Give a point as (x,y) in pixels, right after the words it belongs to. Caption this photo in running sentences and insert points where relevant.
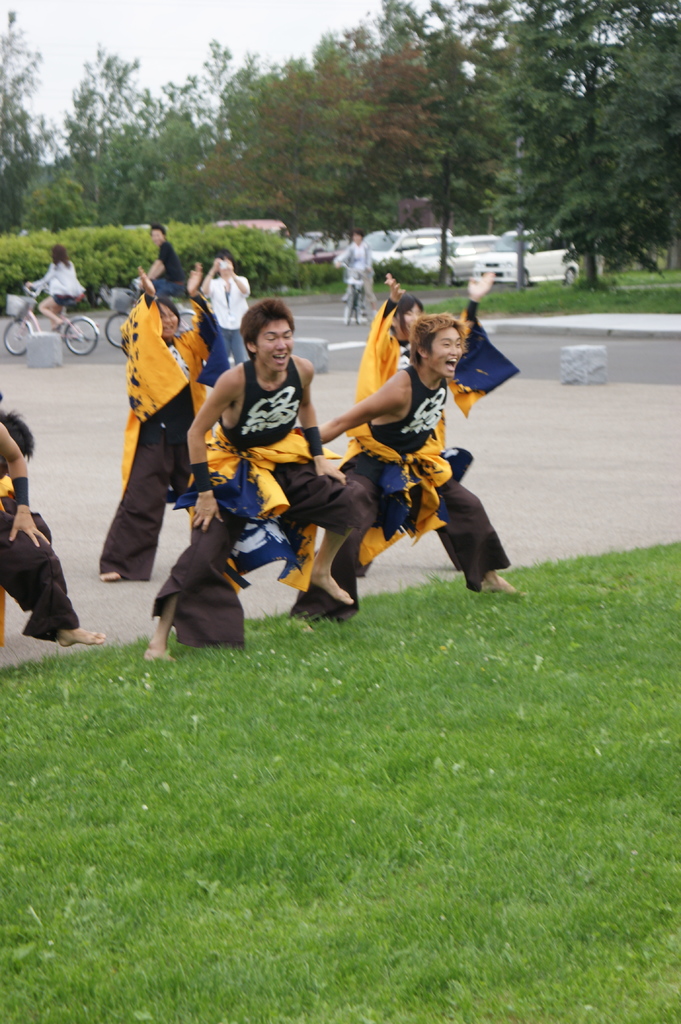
In this image we can see these people (300,360) wearing different costumes (279,410) are standing on the road (144,621). Here we can see the grass (415,885). In the background (171,270), we can see these people (50,281) are riding bicycles (129,301), we can see shrubs (203,263), cars (421,244) parked here, trees (297,187) and the sky (40,70).
